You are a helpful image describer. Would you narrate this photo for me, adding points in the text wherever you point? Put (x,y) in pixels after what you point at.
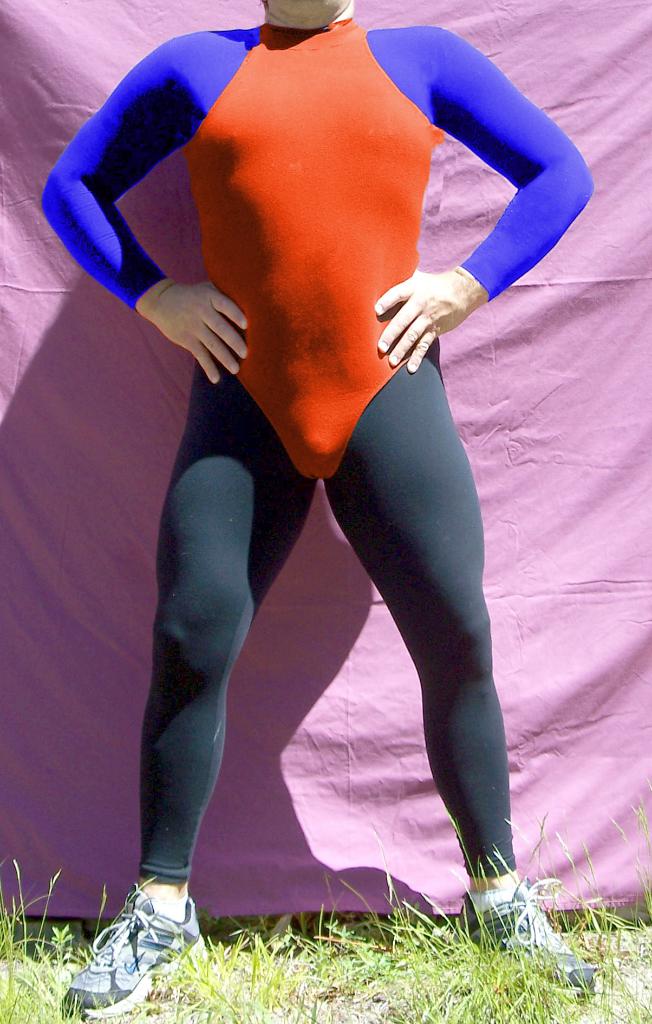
There is a man (268,343) wearing orange, blue and black dress (259,309) is standing on the ground (236,961). In the background (372,737) it is pink cloth (503,471). On the ground (226,938) there is grass (431,959).
